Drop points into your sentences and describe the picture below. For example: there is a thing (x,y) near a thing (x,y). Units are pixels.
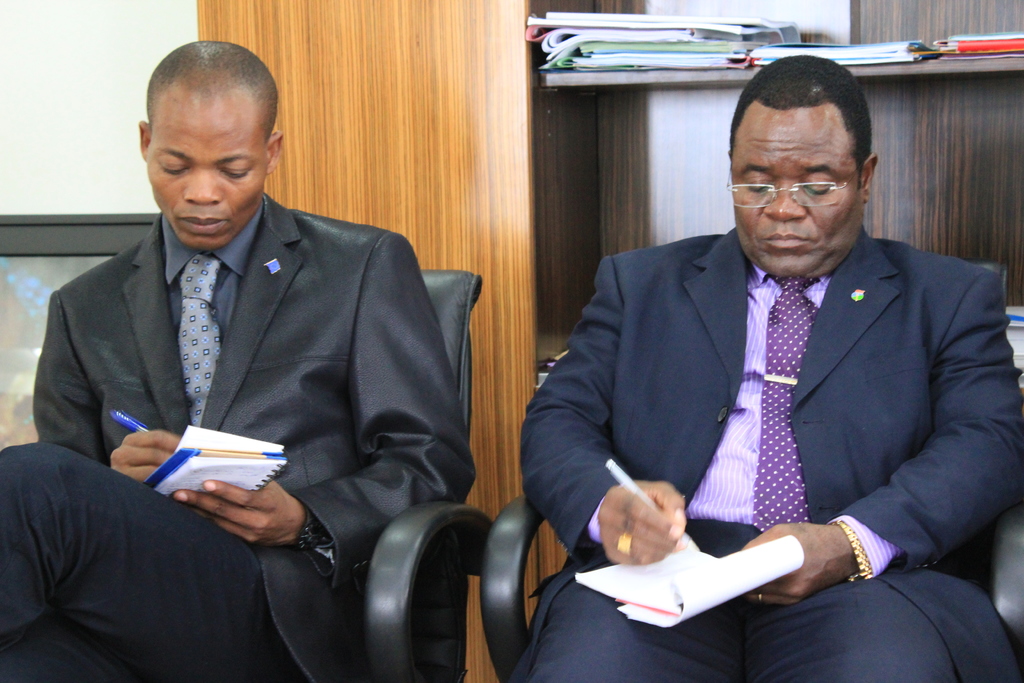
The picture consists of two men (543,436) sitting on the chairs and one men (737,401) is wearing purple shirt (744,460) and purple tie (765,469) and he is writing with a pen (689,536) on the book (691,573) and another person (209,570) is wearing grey shirt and writing on the book (197,468), behind them there are wooden shelves (555,343) in which some books (660,50) and files (603,59) are kept.
